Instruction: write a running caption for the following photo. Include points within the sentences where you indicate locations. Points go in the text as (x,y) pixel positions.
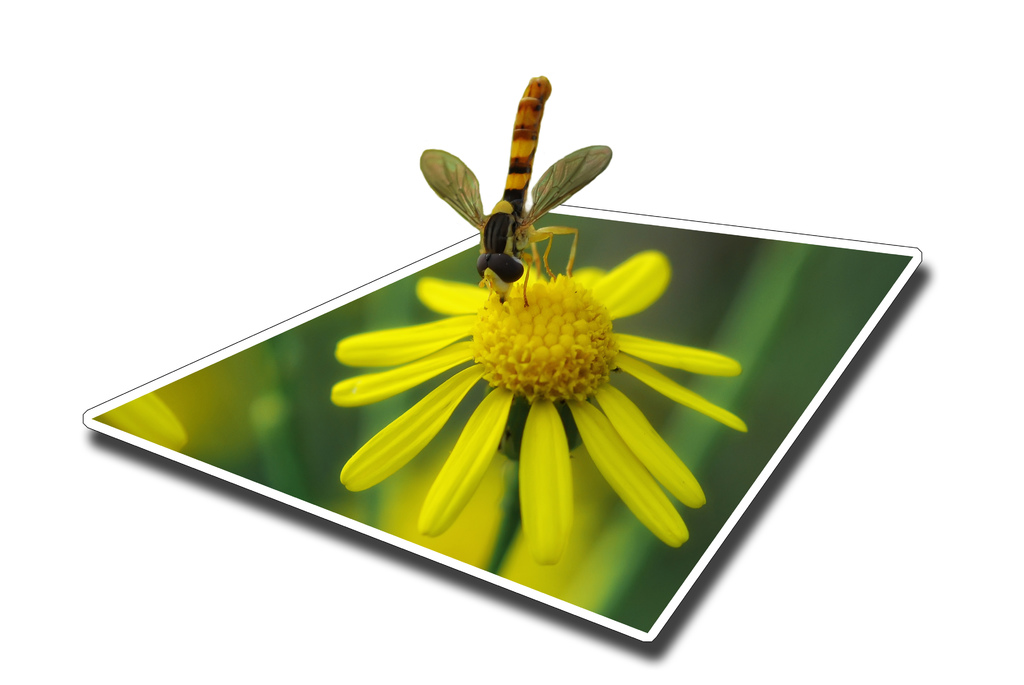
In this image we can see a board (832,266) and a flower (489,361) on it. On the flower (537,391) we can see a fly (504,225).
